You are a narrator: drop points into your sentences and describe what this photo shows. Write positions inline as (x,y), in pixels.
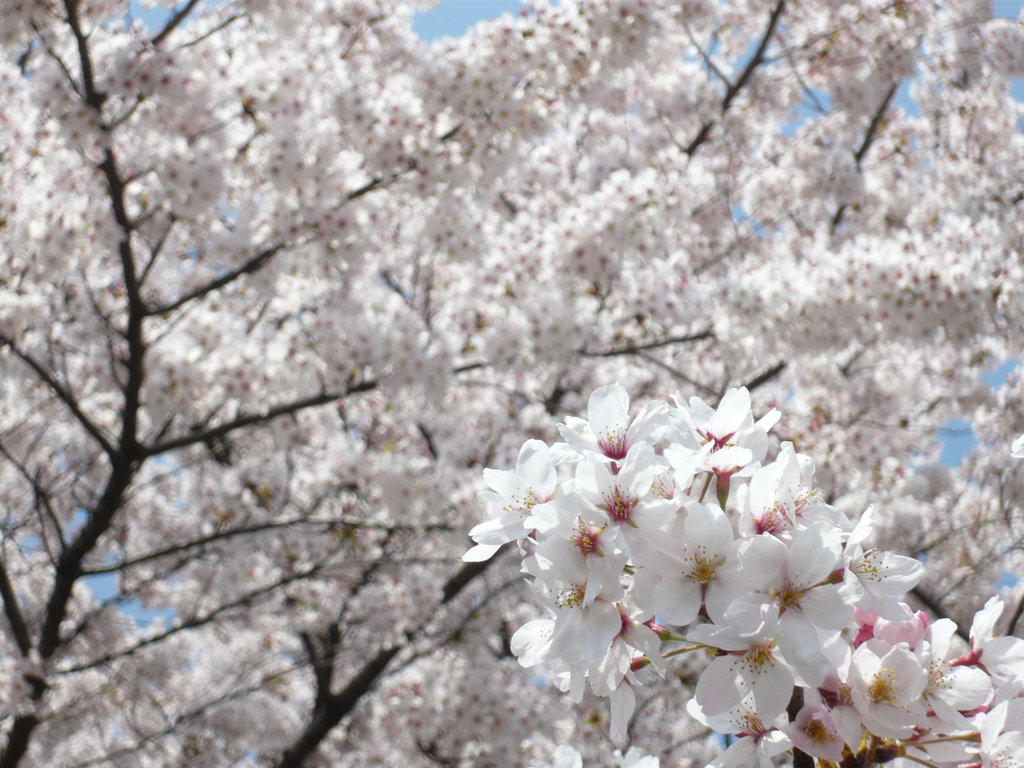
This picture shows a tree (582,355) with flowers (504,516) and we see a blue sky (483,12).
